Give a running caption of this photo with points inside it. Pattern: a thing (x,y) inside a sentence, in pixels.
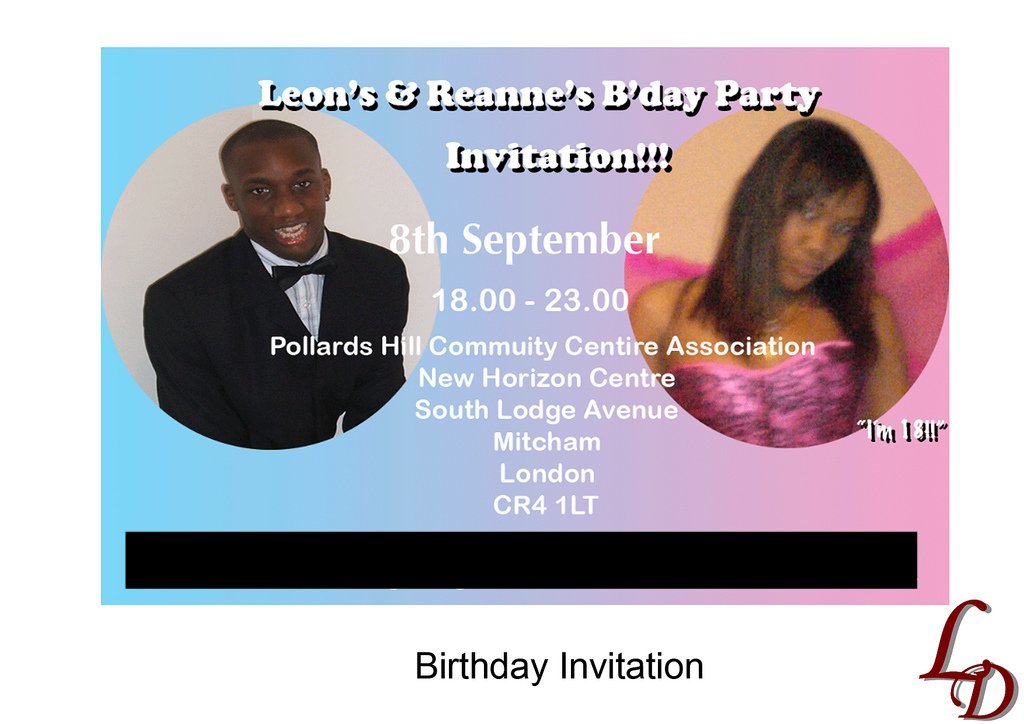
In this image we can see pictures (286,136) of persons (813,355) and something is written on it.
